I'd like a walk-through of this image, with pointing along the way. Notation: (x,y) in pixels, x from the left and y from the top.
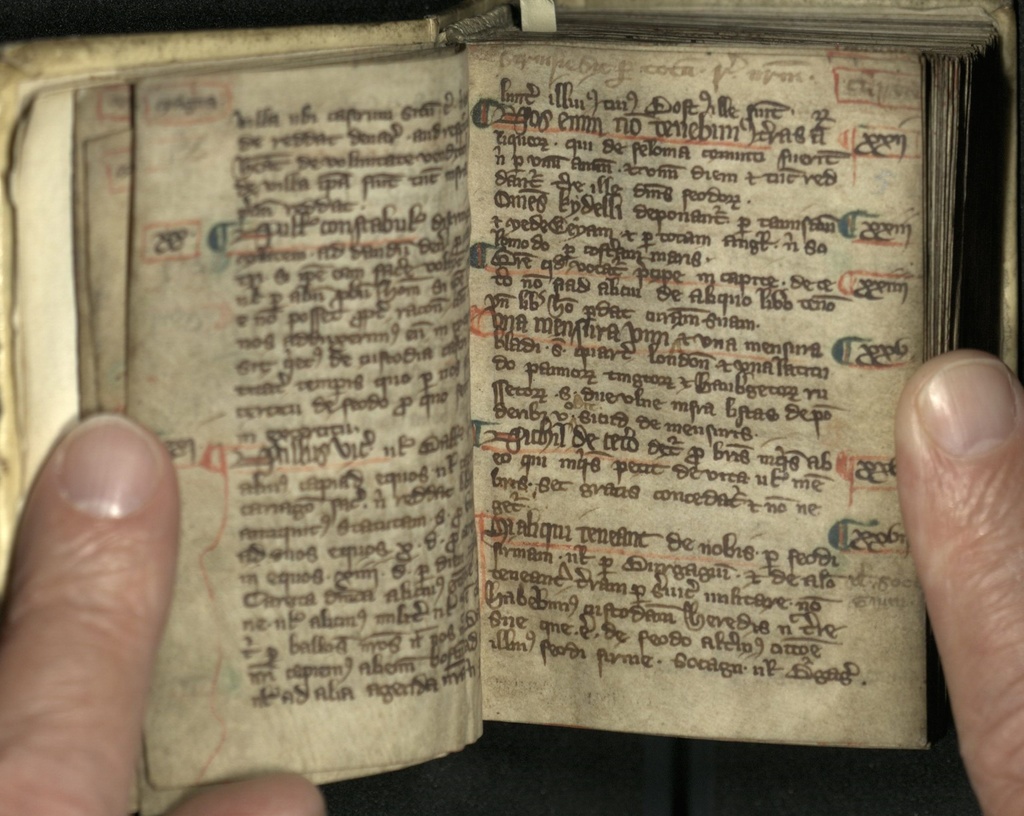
In this image we can see opened book (338,149) with text (669,292). Also we can see fingers (942,571) of a person (942,571).
